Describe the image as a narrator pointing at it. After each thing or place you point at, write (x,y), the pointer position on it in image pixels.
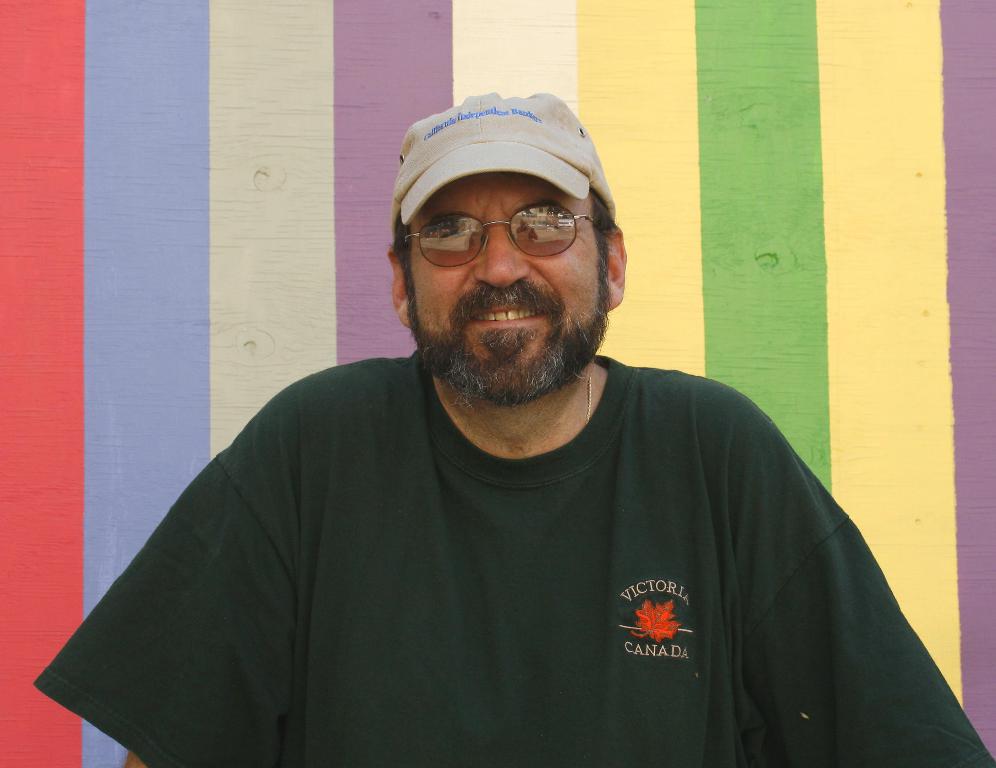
In the picture we can see a man (313,471) sitting, he is wearing a black T-shirt (663,471) with a cap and he is with a beard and smiling and behind him we can see a wall (967,553) with some colors like red, blue, white, violet, yellow, green, yellow, and again violet.
